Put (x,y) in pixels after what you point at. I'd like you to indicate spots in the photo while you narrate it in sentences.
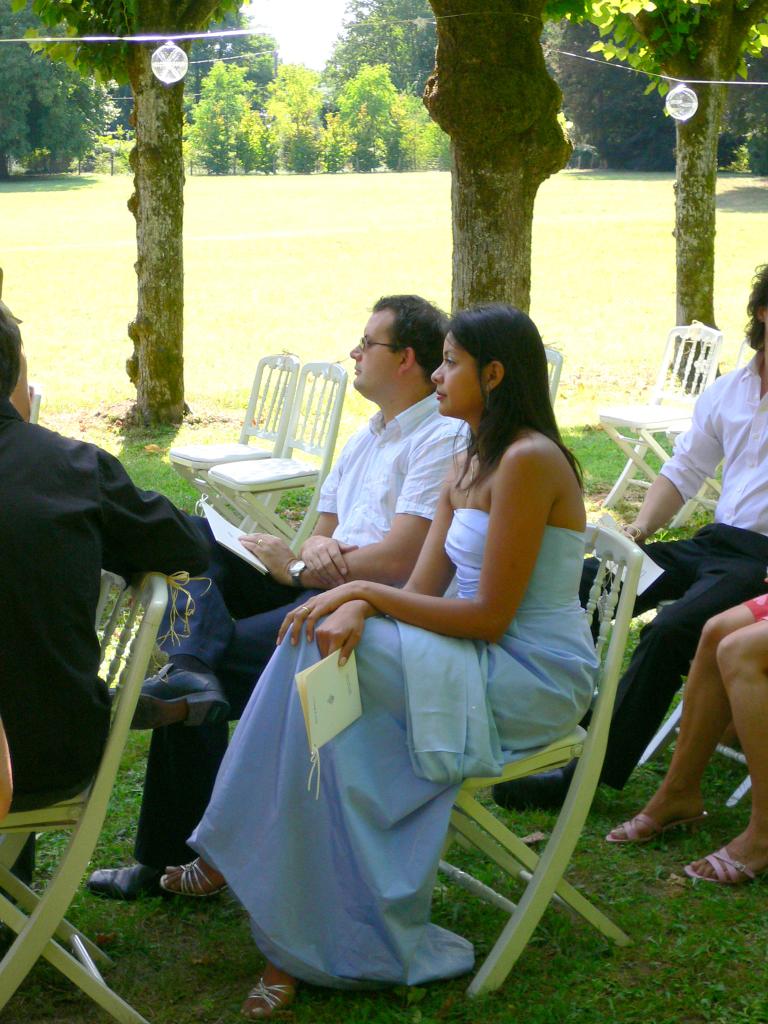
In this image there are five persons (553,623) sitting on the chair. At the back side (272,117) we can see trees (319,133).
